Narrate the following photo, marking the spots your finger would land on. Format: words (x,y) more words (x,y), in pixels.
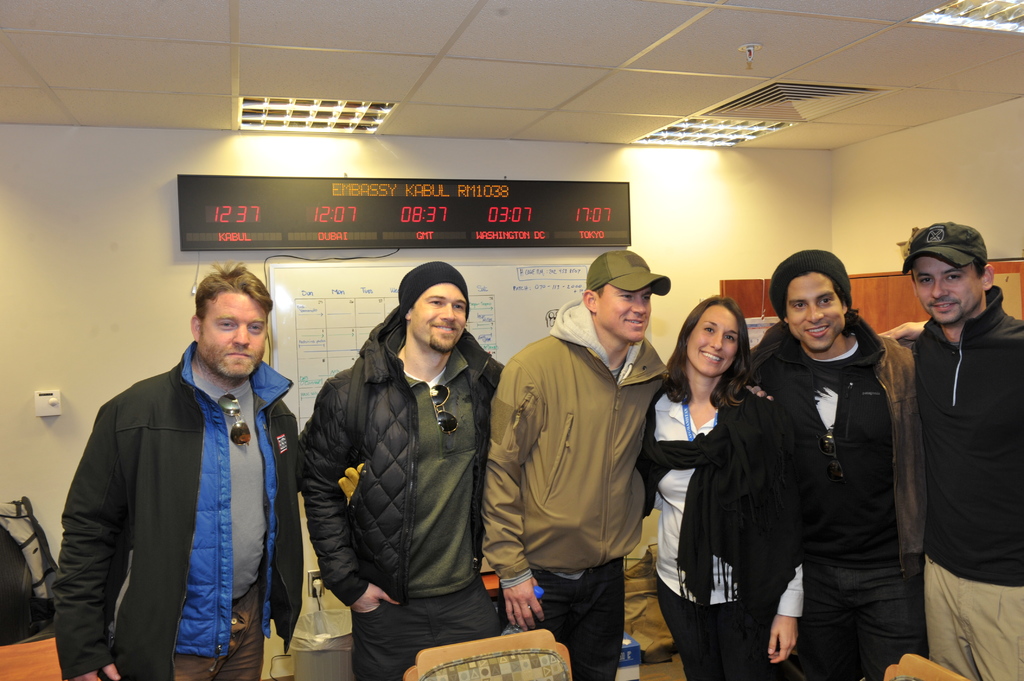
In this picture I can see few people (552,504) are standing in front of the chairs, behind I can see some boards (530,285) and lights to the roof (802,20).
